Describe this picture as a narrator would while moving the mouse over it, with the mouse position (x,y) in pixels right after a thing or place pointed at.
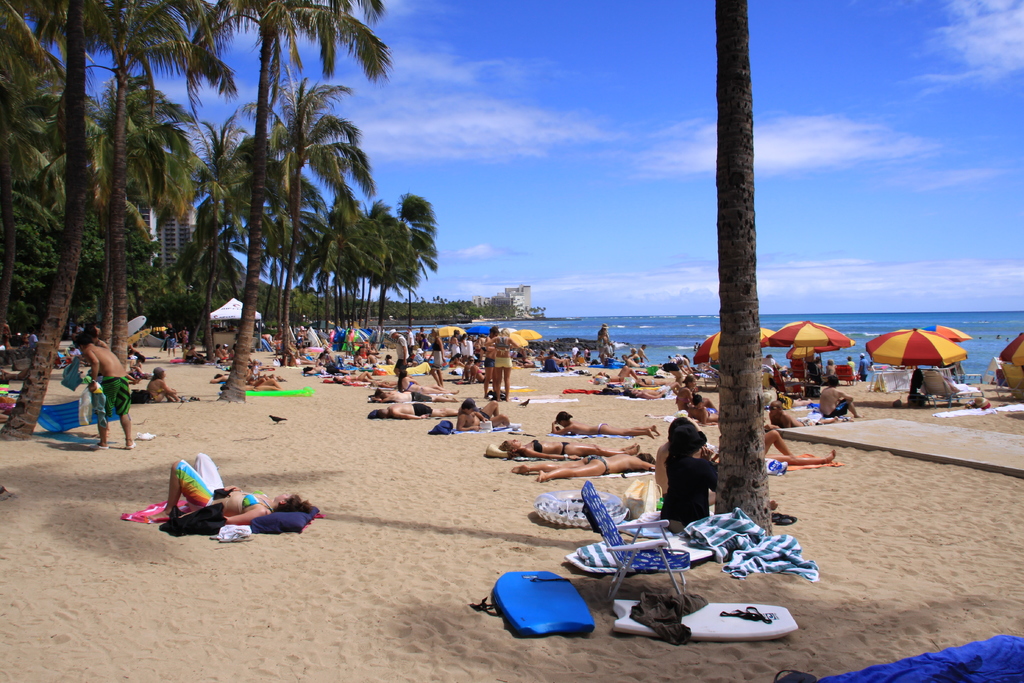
This image is taken at the seashore (877,586). In this image there are so many people (278,346) sitting, standing, walking and a few are in the position of lay on the surface of the sand (386,627), there are few objects (797,378) and canopies (931,348), beneath the canopy (912,339) there are a few people (767,367) sitting, on the right side of the image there is a ocean (634,322) and on the left side of the image (132,305) there are trees (136,304) and buildings (186,225). In the background (559,247) there is the sky (681,283).
